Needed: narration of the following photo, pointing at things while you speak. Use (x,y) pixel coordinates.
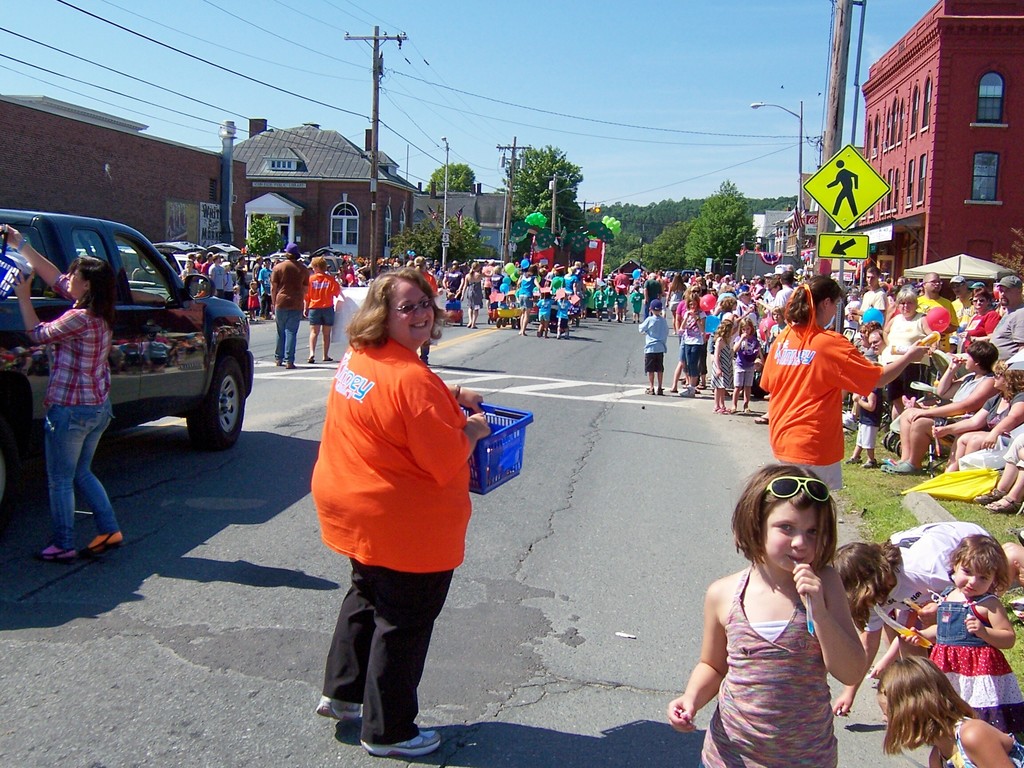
In this picture I can see people (455,300) standing on the road (663,585). I can see little people (948,377) sitting on the right side (905,400). I can see the caution board (826,242) on the right side (822,240). I can see the vehicle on the road (296,427). I can see trees (577,208). I can see the buildings (314,188) on the right side (879,224) and left side (324,211). I can see electric poles (377,90) and wire (315,99).
